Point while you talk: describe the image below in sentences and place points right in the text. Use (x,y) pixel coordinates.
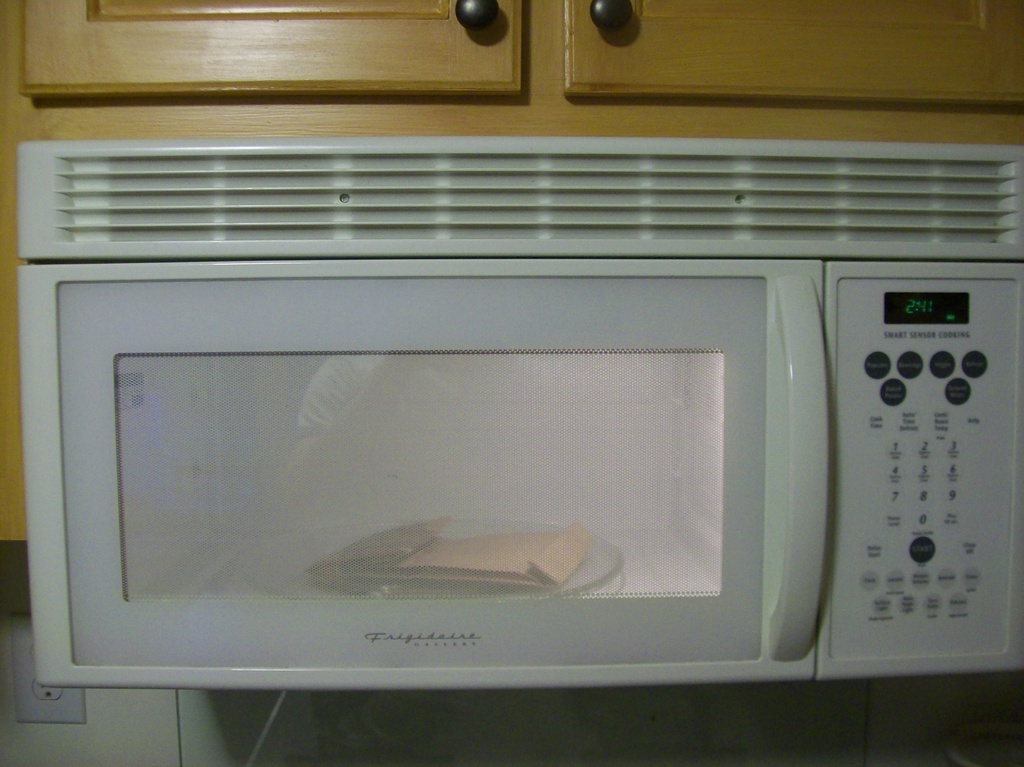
In this picture I can see a microwave oven (591,588) and cupboard (731,132) on the top (967,85) and the oven (703,539) is white in color.
